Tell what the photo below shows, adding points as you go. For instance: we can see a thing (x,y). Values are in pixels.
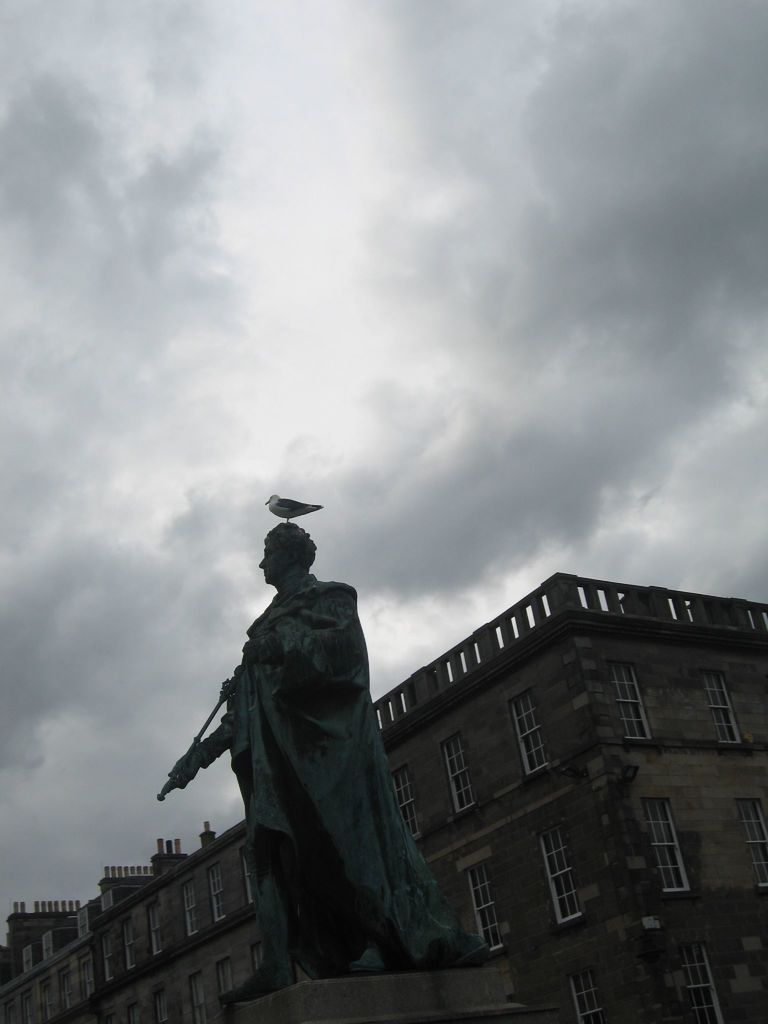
This image is taken outdoors. At the top of the image (248,257) there is the sky (126,316) with clouds (165,224). In the background (672,812) there is a building (625,844) with walls (576,868), windows (67,977), railings (462,668) and roofs (167,872). In the middle of the image there is a statue (281,711) of a man (248,720) holding a sword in his hands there is a bird (291,505) on the statue (312,540).
